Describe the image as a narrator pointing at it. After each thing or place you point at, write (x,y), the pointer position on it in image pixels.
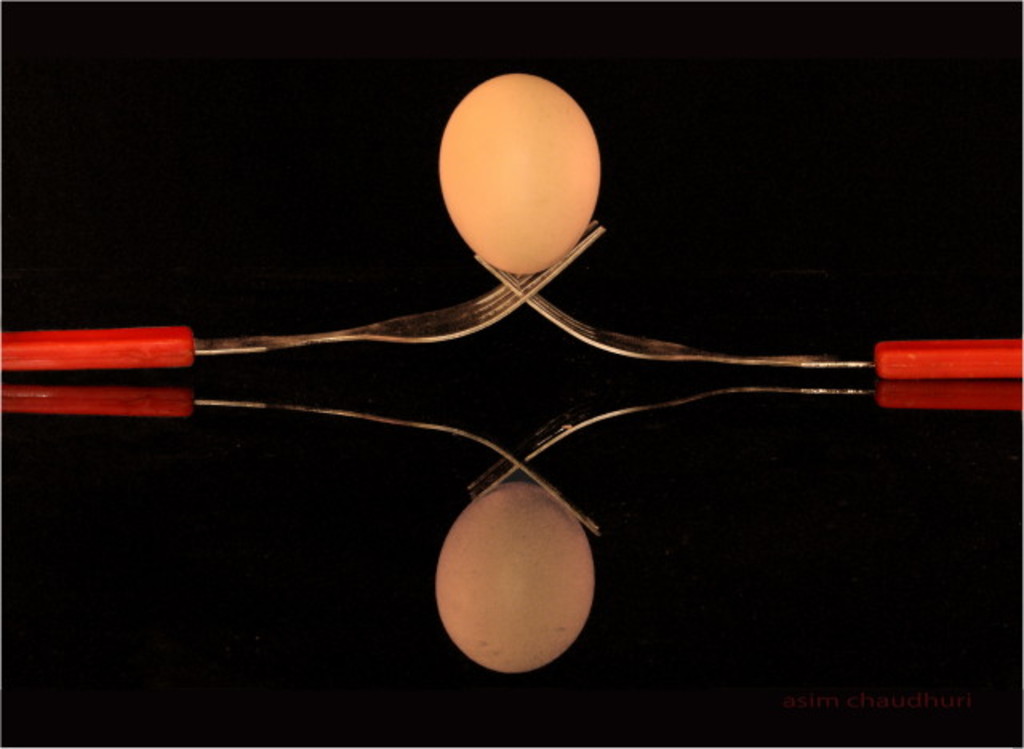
In this image I can see two forks (340,338) on the fork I can see some object (590,215) in white color and I can see dark background (758,198).
